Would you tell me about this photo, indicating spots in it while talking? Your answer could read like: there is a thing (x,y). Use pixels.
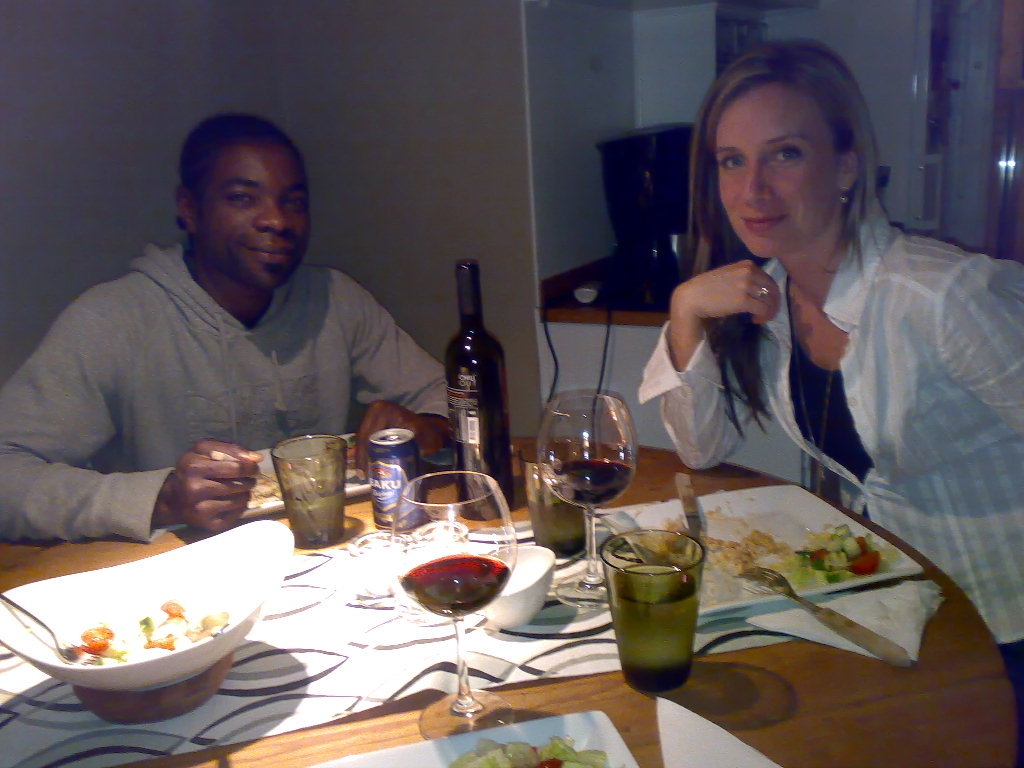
on a wooden table (888,719) there are glasses (680,650), tin (390,440), glass bottle (476,430), bowl (154,650), food (140,653), plate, fork (757,577). 2 people (926,534) are seated. the person (940,563) at the right (959,517) is wearing white shirt (940,468). the person (276,367) at the left (340,335) is wearing a grey hoodie (262,363) and smiling. behind them there is a wall (297,123).
